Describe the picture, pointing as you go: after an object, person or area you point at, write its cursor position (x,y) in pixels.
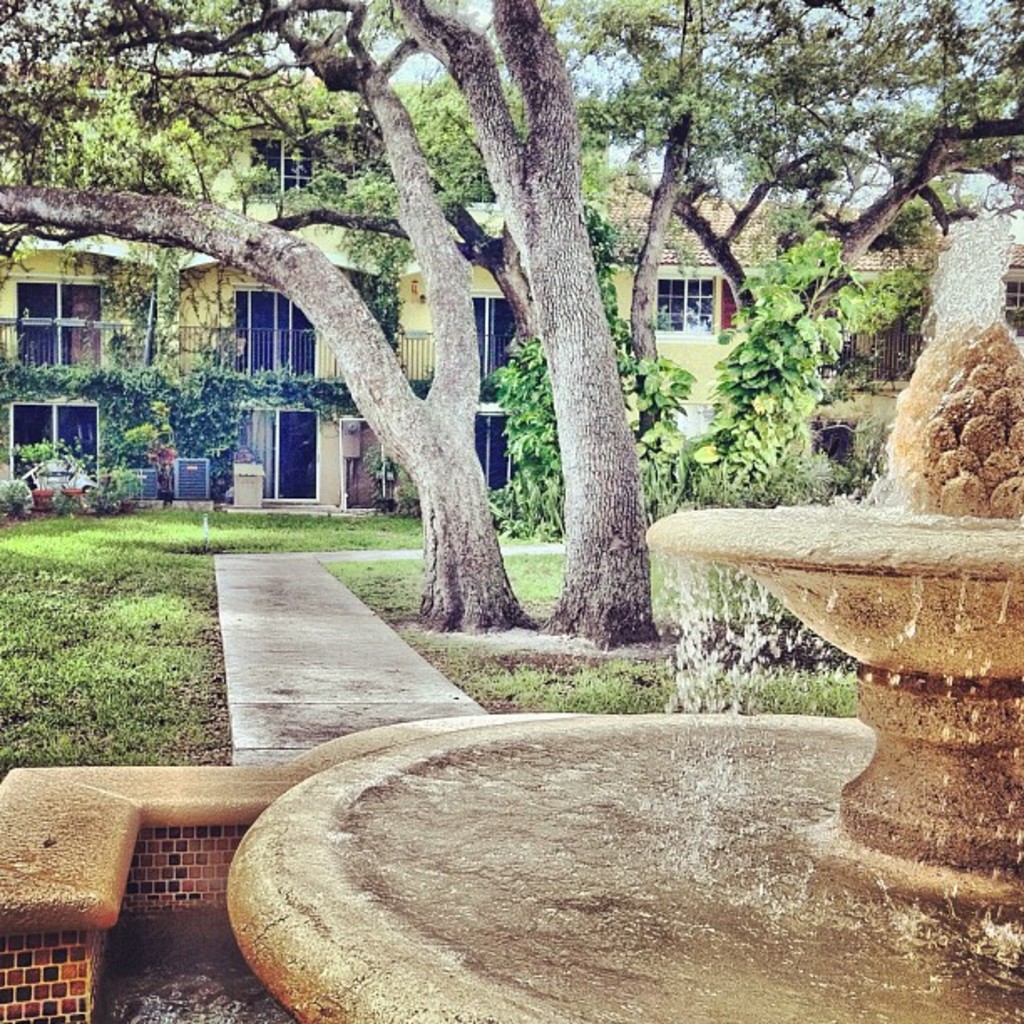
We can see grassy land (316,538) and trees (575,410) in the middle of this image (536,567). We can see a building (185,267) in the background (160,371). There is a water fountain (373,949) at the bottom of this image (779,789).
